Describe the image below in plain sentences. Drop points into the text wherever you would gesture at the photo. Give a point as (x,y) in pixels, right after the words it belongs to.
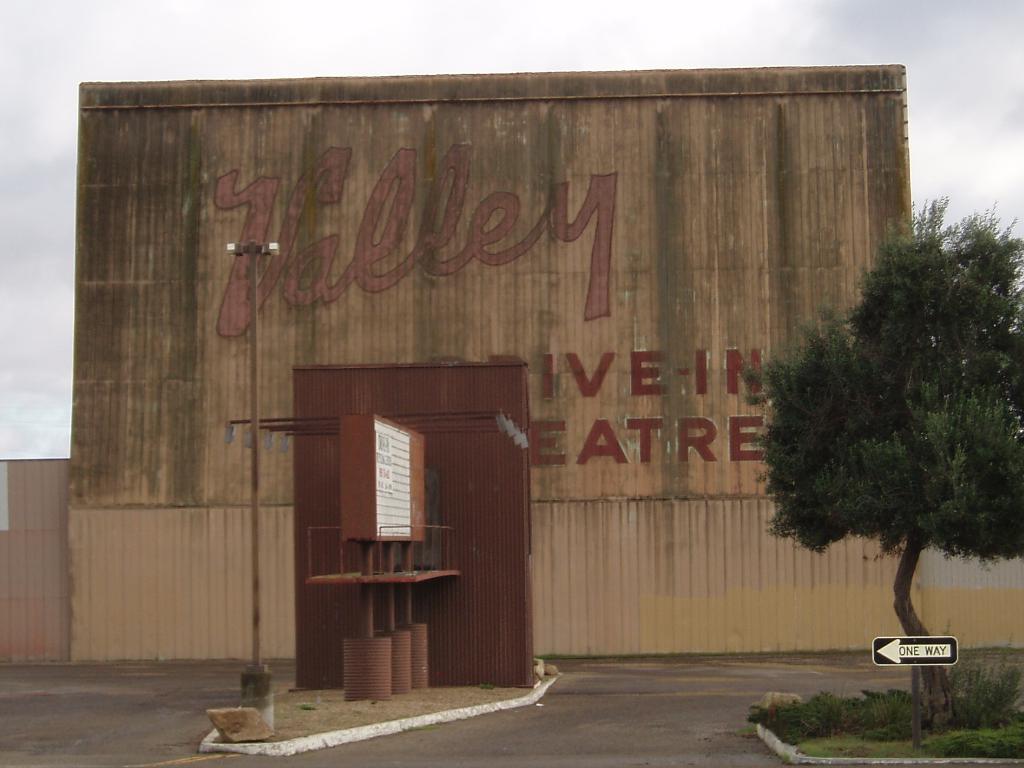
In this picture I can see a tree (1018,454), plants (926,737), board (955,663) to a pole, it looks like a wall (637,253), and in the background (640,39) there is sky (974,22).
